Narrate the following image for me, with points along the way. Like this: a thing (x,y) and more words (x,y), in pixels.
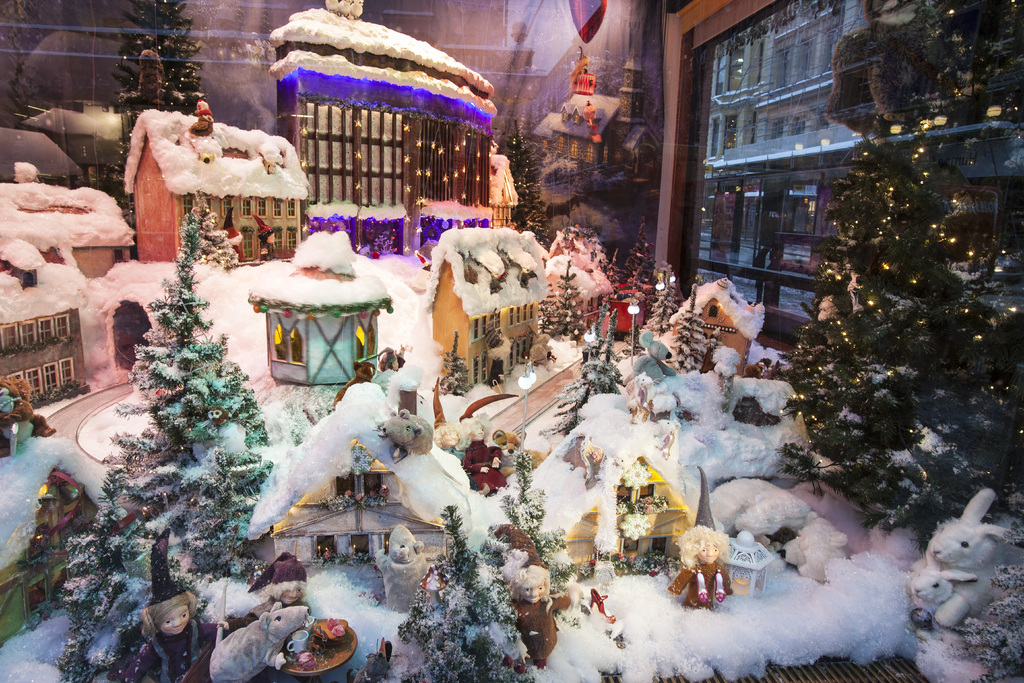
In this picture we can see a few toys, decorative items (447,240), lights (968,253), Christmas trees (127,93), glass objects (701,63) and other objects (97,215). We can see a building (712,128) and a few things (802,266) through a glass object (797,225).
